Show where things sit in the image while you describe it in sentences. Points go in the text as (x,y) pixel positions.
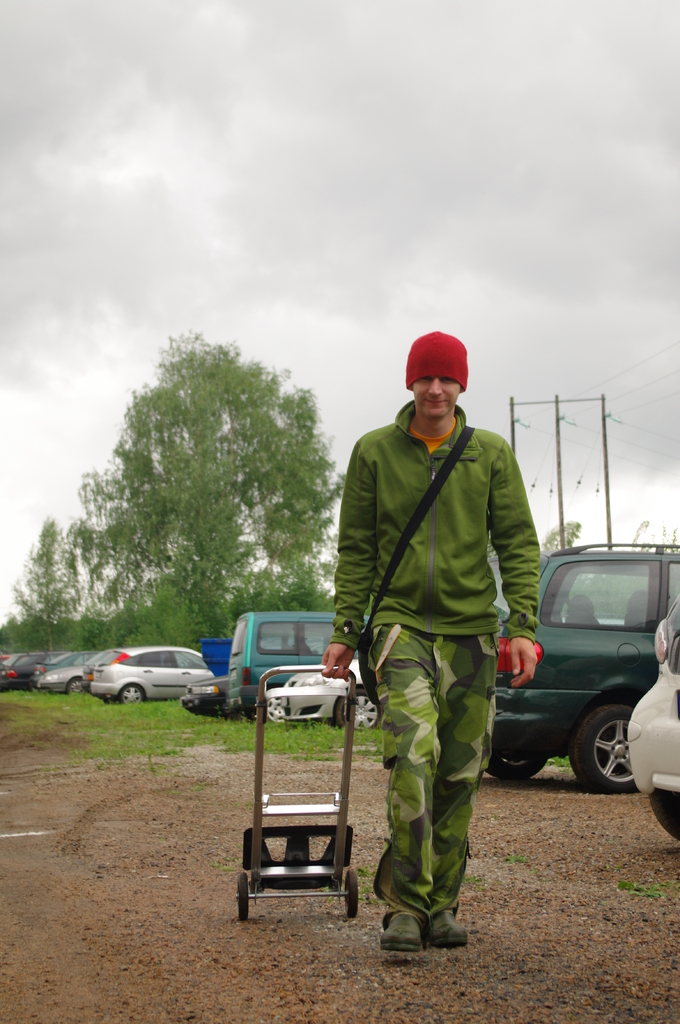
In the image there is a man (326,674) walking on the sand (286,781) by carrying some trolley (301,811), on the right side (554,700) there are a lot of vehicles (673,721) and in the background (191,503) there are trees (222,449) and beside the trees (247,439) there are poles (604,421) attached with some wires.
